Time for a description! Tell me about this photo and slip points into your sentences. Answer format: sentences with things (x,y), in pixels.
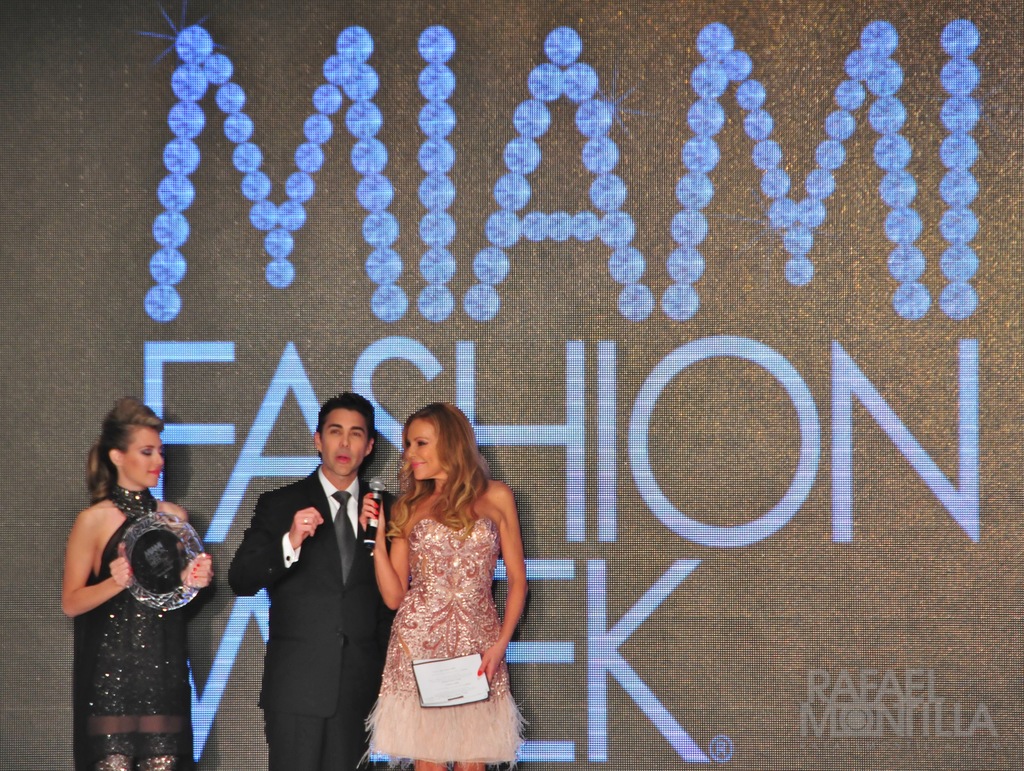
In this image I can see three persons (167,638) standing. the person (319,560) in front (333,562) wearing black blazer (306,547), white shirt (328,500), black tie (350,527). Background (806,225) I can see a screen (567,193).
